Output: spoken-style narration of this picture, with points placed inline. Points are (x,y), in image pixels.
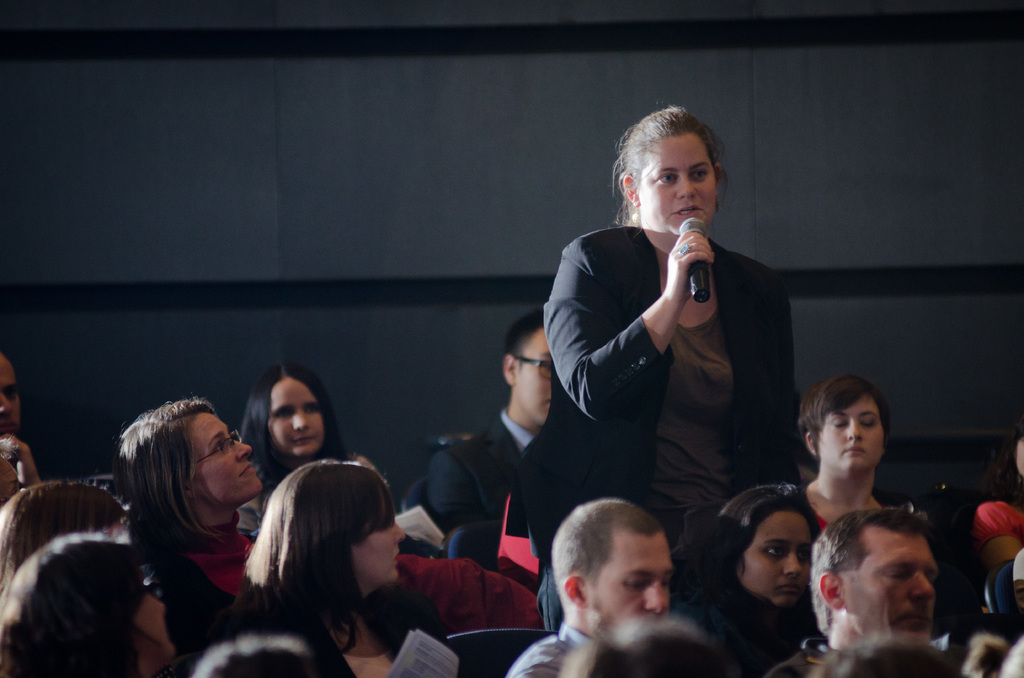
In this image I can see group of people (197,448) sitting on the chairs (945,583), in front (729,267) I can see the person (736,282) standing holding a microphone (688,251) wearing black dress (576,281). Background (509,171) I can see a wall (531,275) in gray and black color.
